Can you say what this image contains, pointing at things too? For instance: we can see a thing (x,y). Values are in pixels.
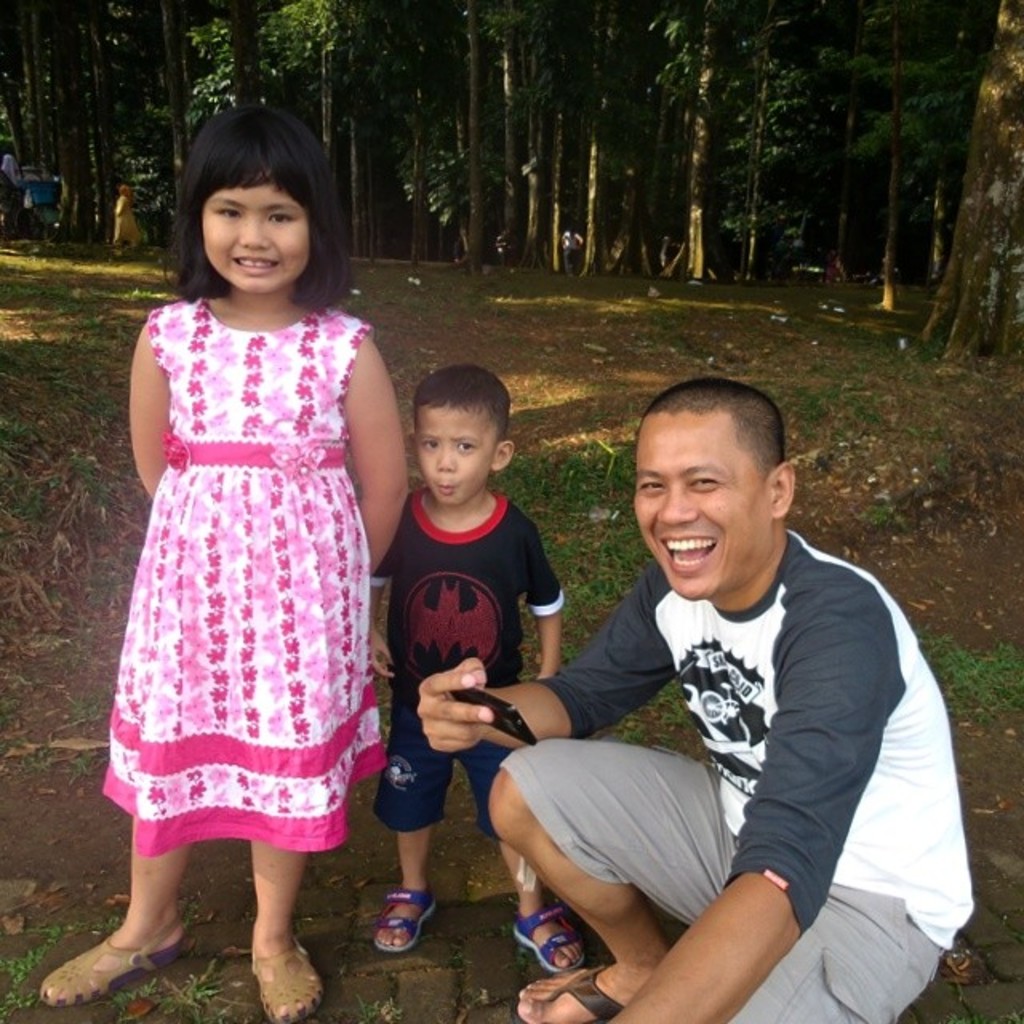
In this image we can see a man (662,624) holding a mobile phone (477,697) and smiling. We can also see a girl (296,448) and a boy (513,589) standing on the land (102,891). In the background (187,104) we can see many trees (825,143). We can also see the grass (970,677), dried leaves (60,521) and also the bricks (967,995).
